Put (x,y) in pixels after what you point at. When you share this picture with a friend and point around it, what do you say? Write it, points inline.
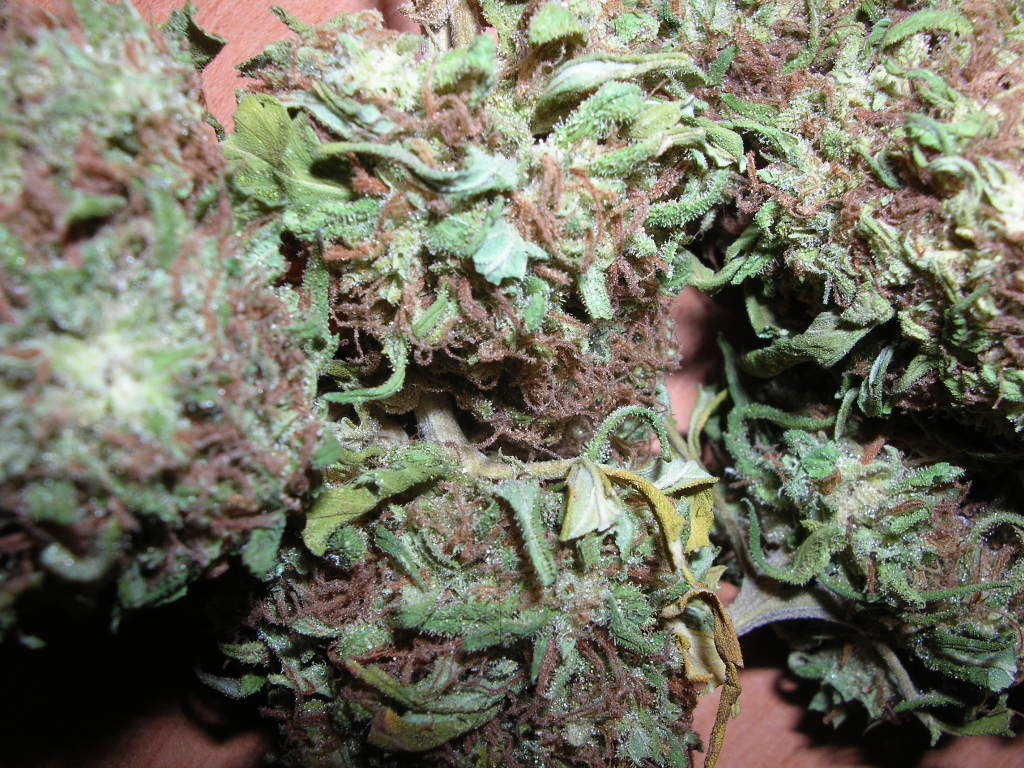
In this picture, we see dirty harry strain (226,393) placed on the brown color table (263,38).
